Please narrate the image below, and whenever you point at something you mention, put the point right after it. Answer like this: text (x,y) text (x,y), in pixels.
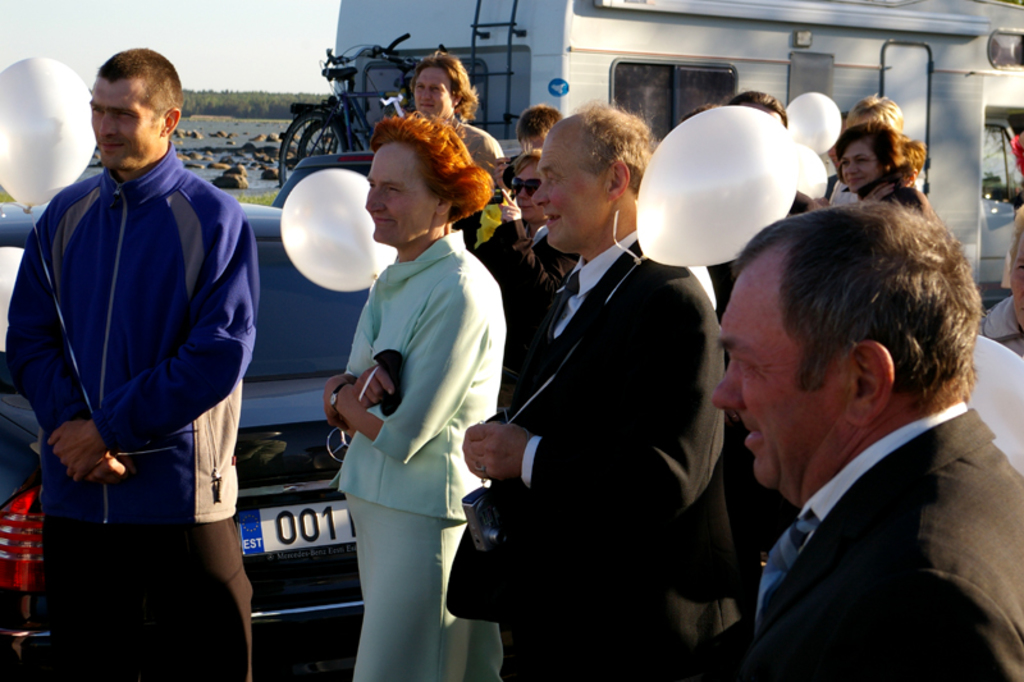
In this image we can see a group of people (903,629) are standing and holding balloon (361,218) in their hands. In the background of the image (958,42) we can see a vehicle (600,54), a bicycle (304,113), some rocks (225,182) and the sky (267,50).
